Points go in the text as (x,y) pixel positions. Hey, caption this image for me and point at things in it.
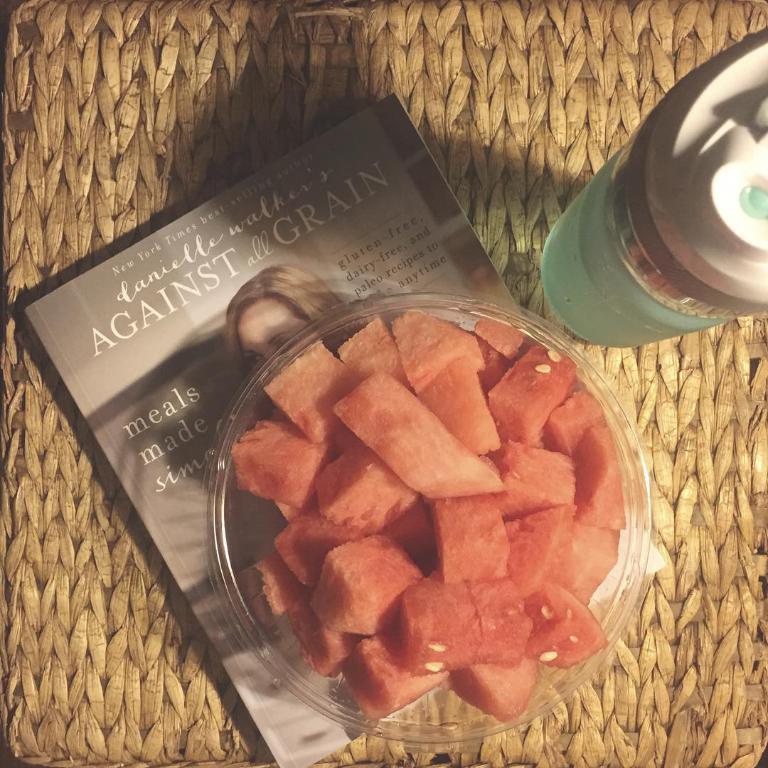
In this picture we can see a book (229,256), there is a bowl (424,305) placed on the book (385,193), there are pieces of watermelon (438,452) in the bowl (566,344), on the right side (592,298) there is a bottle (625,247), at the bottom (679,686) it looks like a table (685,659).
